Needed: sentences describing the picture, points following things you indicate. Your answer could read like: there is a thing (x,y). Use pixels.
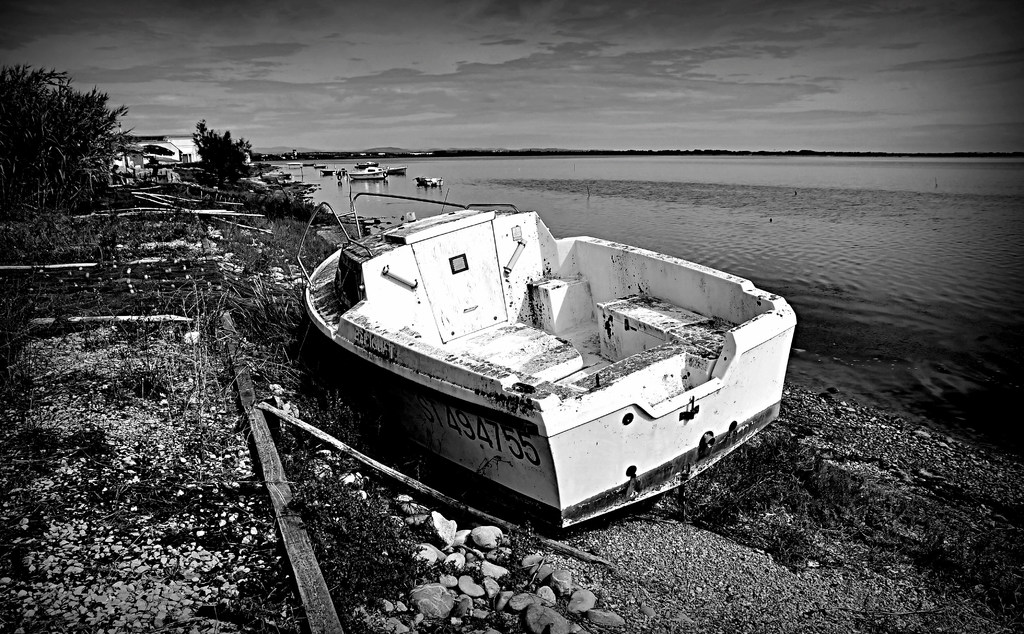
In this image we can see a sea (700,205). There are few watercrafts (432,182) sailing in a sea (392,193). A watercraft (567,332) is placed at the seashore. We can see some plants (86,154) in the image.
